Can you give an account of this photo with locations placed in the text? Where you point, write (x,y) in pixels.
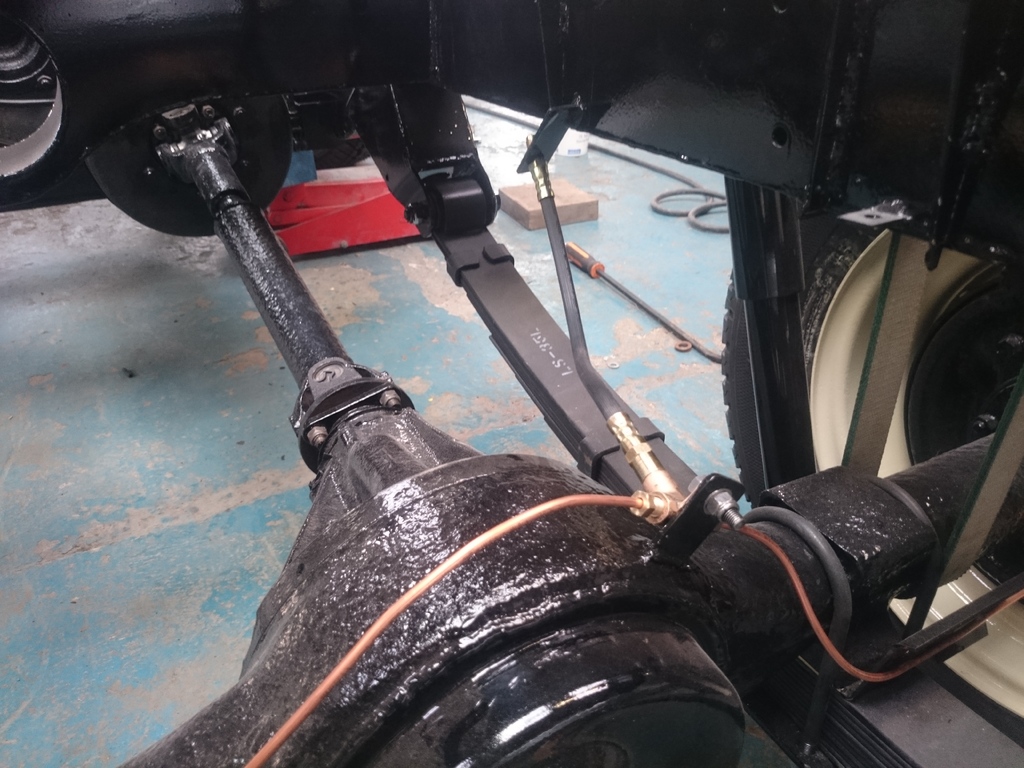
In this picture we can see parts of a vehicle (634,573) and there is a tool (632,295).
